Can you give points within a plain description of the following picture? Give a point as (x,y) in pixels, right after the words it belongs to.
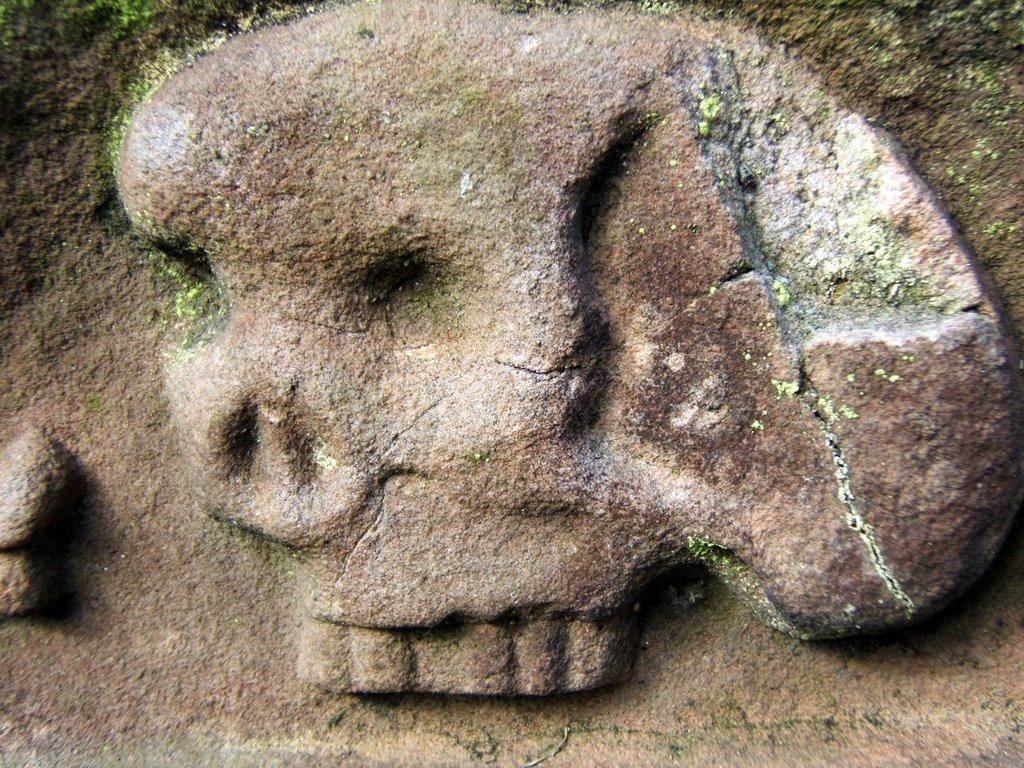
In this image, we can see rock cut sculpture (719,234).
